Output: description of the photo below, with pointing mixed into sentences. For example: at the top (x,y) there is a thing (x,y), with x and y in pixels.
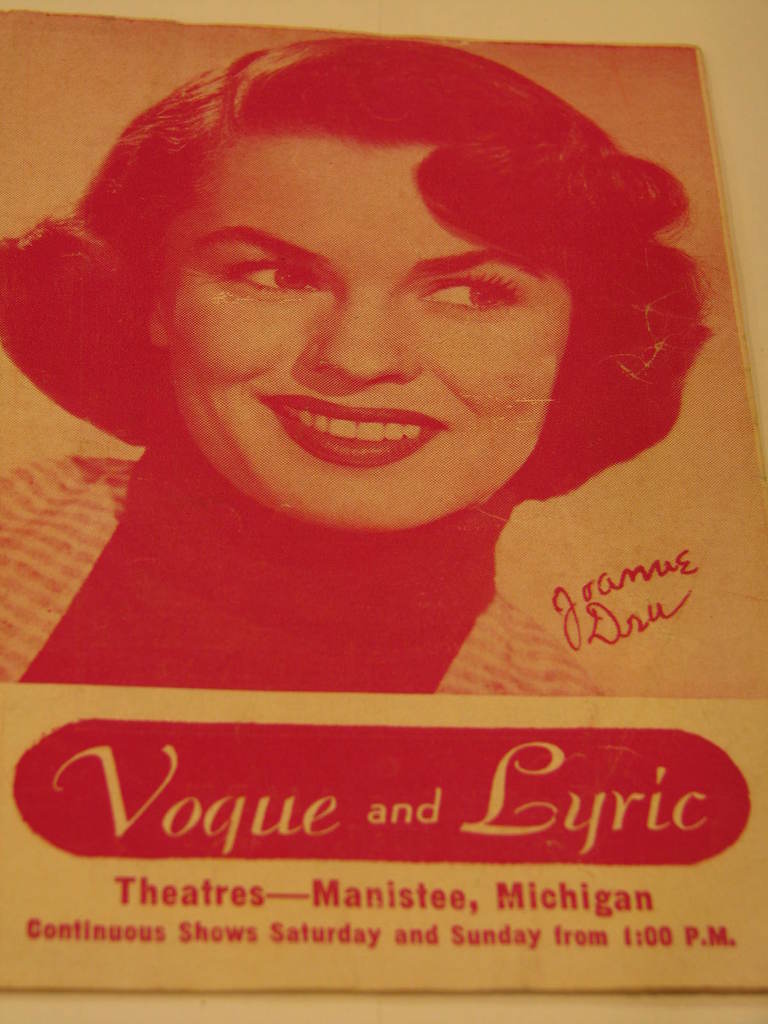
In this picture we can see a poster (397,557) on a surface (752,176), here we can see a person (438,555) and some text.
